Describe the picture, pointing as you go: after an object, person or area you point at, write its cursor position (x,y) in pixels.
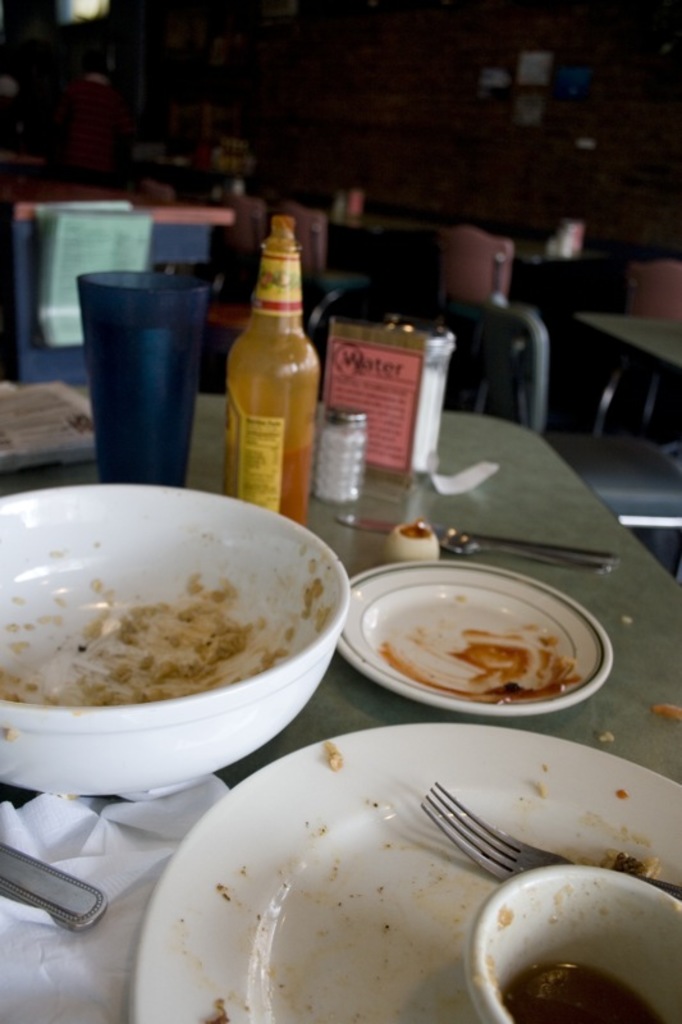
In this image there is a table (30,481) having a bowl (266,723), plate (265,956), fork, bottle (292,445), glass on it. At right side (537,343) there is a chair (654,289) before which there is a table (625,320). At the left side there are few persons (95,105).
